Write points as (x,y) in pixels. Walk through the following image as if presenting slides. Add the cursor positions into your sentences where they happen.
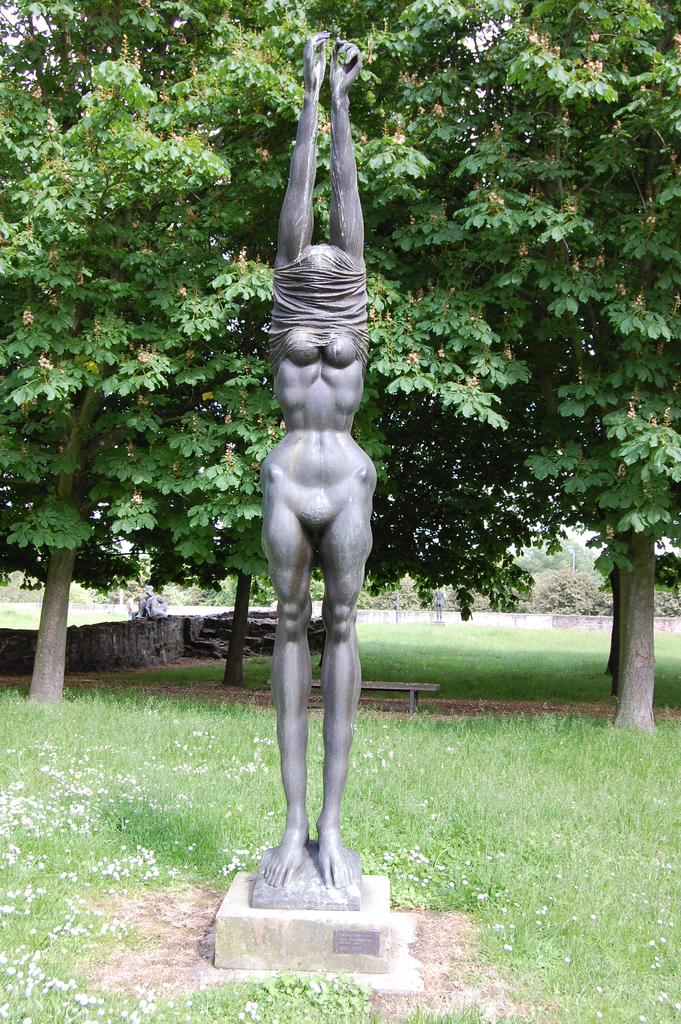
In the image we can see a sculpture (288,458) of a person (286,475) standing. Here we can see grass (556,792), trees (501,424), bench (370,684) and a white sky (37,24).
